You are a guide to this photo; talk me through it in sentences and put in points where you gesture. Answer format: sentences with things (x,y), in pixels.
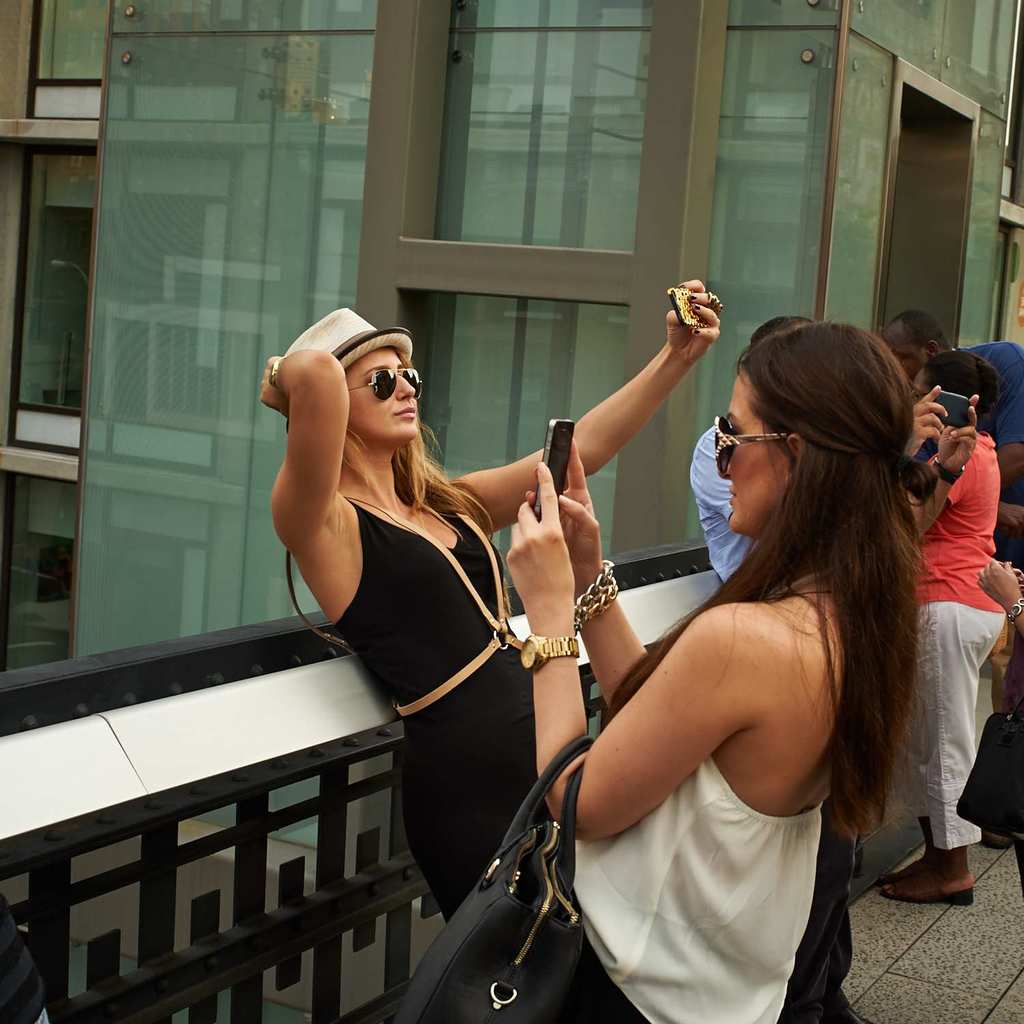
In this image in the center (525,611) there are some people (612,704) who are standing and some of them are holding mobiles (562,479) and clicking pictures. In the foreground (533,881) the woman (682,748) who is standing and she is holding a bag (484,953), in the background (419,137) there are some buildings (434,288).
